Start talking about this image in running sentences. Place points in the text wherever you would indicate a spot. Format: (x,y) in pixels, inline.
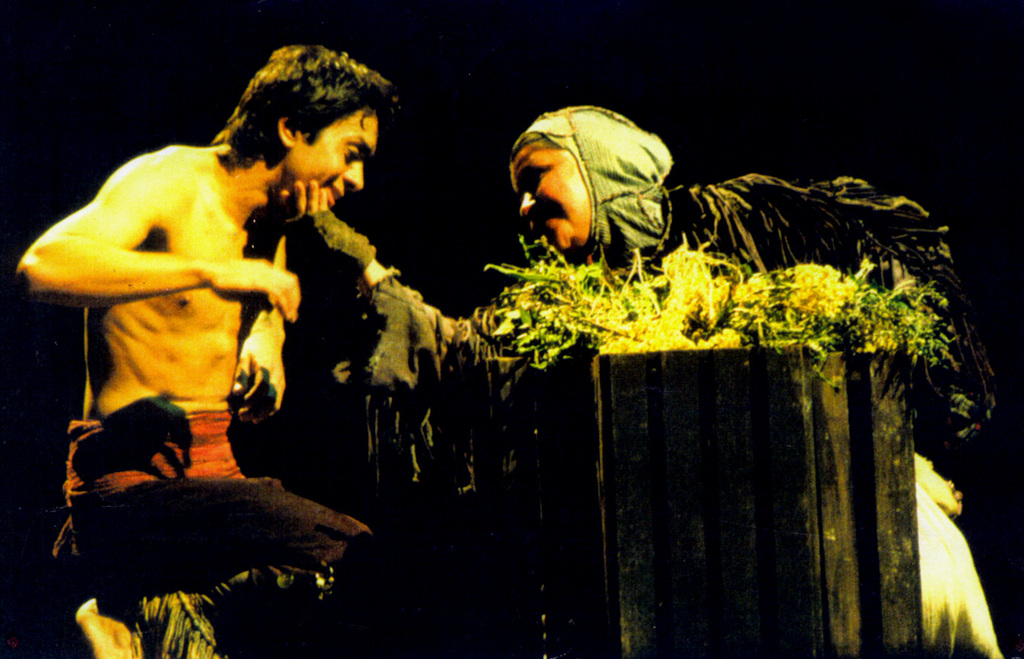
Here in this picture on the right side (775,223) we can see an old women (663,238) present over there and in front of her we can see a person (278,277) present and she is holding his face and both of them are smiling and in between them we can see a wooden wall (557,403) and a plant (644,305) present over there.
